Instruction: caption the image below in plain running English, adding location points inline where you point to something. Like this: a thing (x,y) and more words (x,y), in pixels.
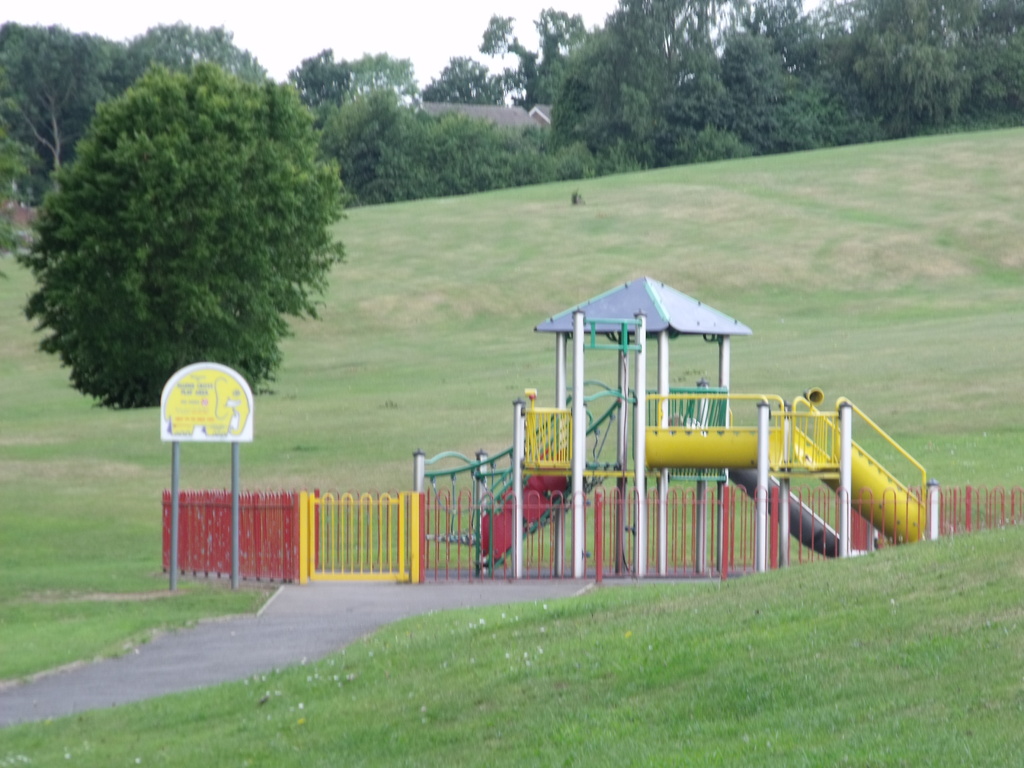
In the image we can see there is a slide (643,395) and there is an iron fencing (471,516). There is a hoarding (209,425) kept on the ground (296,630) and the ground (604,649) is covered with grass (348,337). Behind there are lot of trees (481,127) and there is a roof (487,110) of the building (504,111). There is a clear sky (331,26).
